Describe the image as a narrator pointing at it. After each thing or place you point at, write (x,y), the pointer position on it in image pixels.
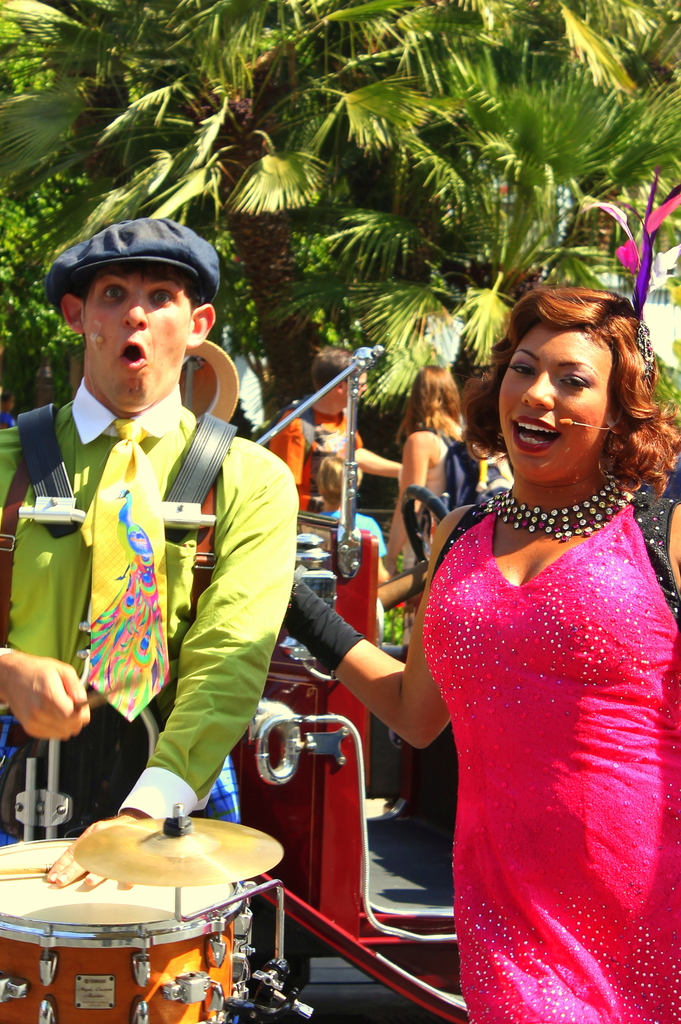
This is an outdoor picture. This picture is mainly highlighted with a woman (553,632) and a man (191,580). This man (179,666) is playing a drums (172,968). this is a cymbal (196,868). On the background (339,145) we can see trees (408,147) and also few persons (391,471).
